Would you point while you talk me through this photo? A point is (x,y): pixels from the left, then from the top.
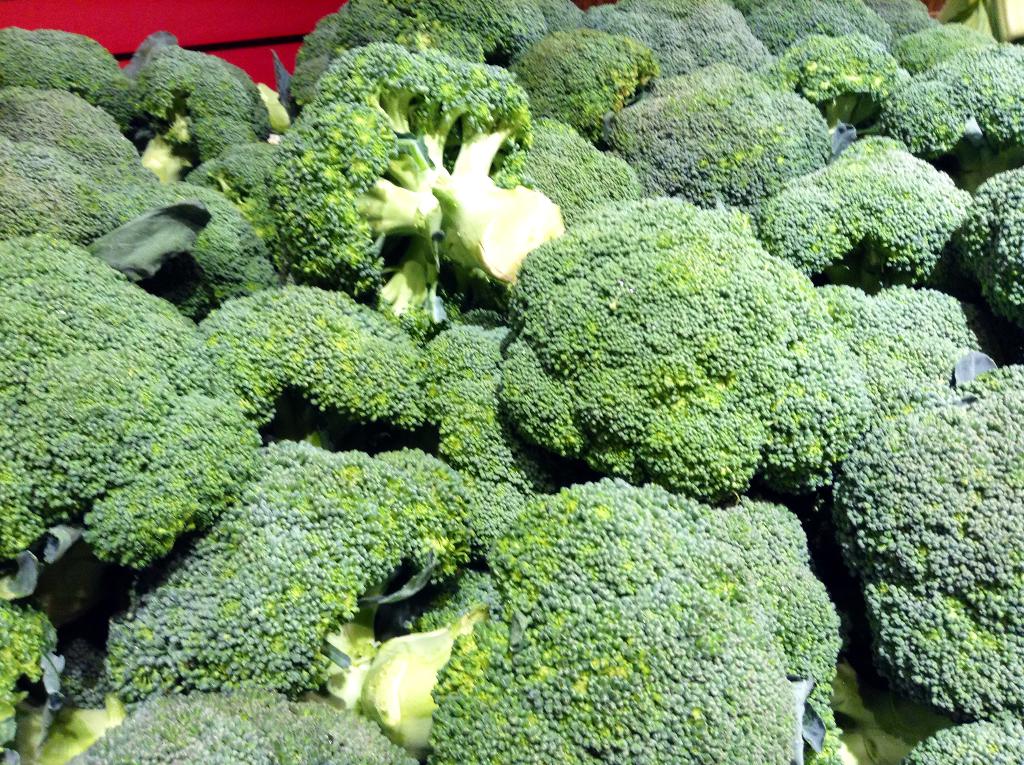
In this picture I can see few broccoli (554,289).
